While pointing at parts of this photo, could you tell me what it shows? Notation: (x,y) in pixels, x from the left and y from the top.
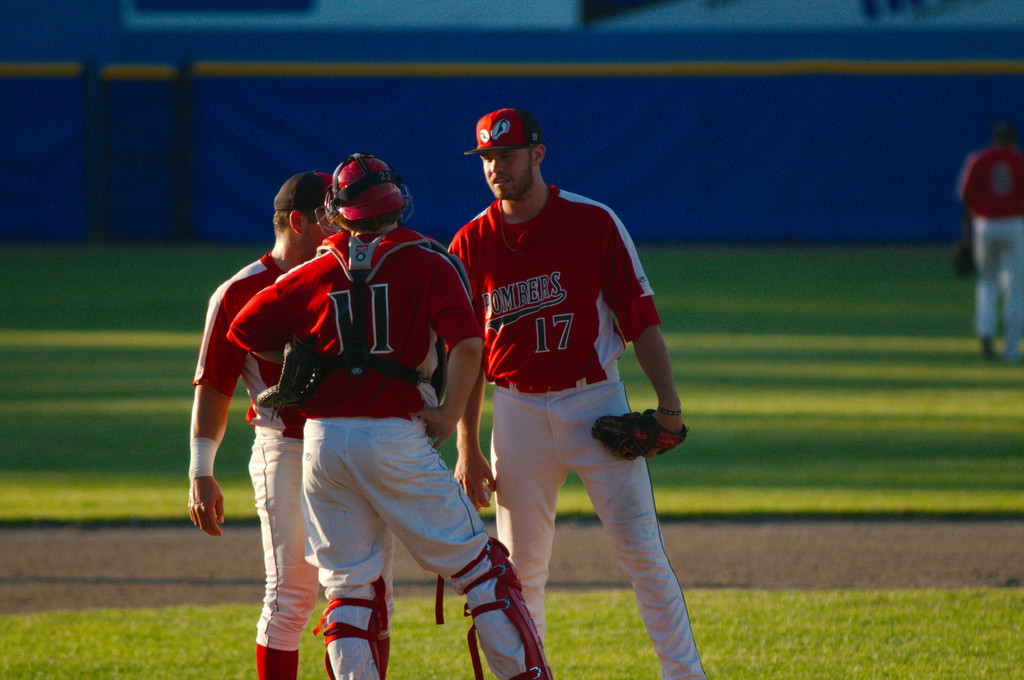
In this picture there are three people (593,316) with red t-shirts (580,316) are standing. On the right side of the image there is a person (1008,128) walking. At the back (789,126) it looks like a sheet (605,79). At the bottom (629,643) there is grass (748,503).
